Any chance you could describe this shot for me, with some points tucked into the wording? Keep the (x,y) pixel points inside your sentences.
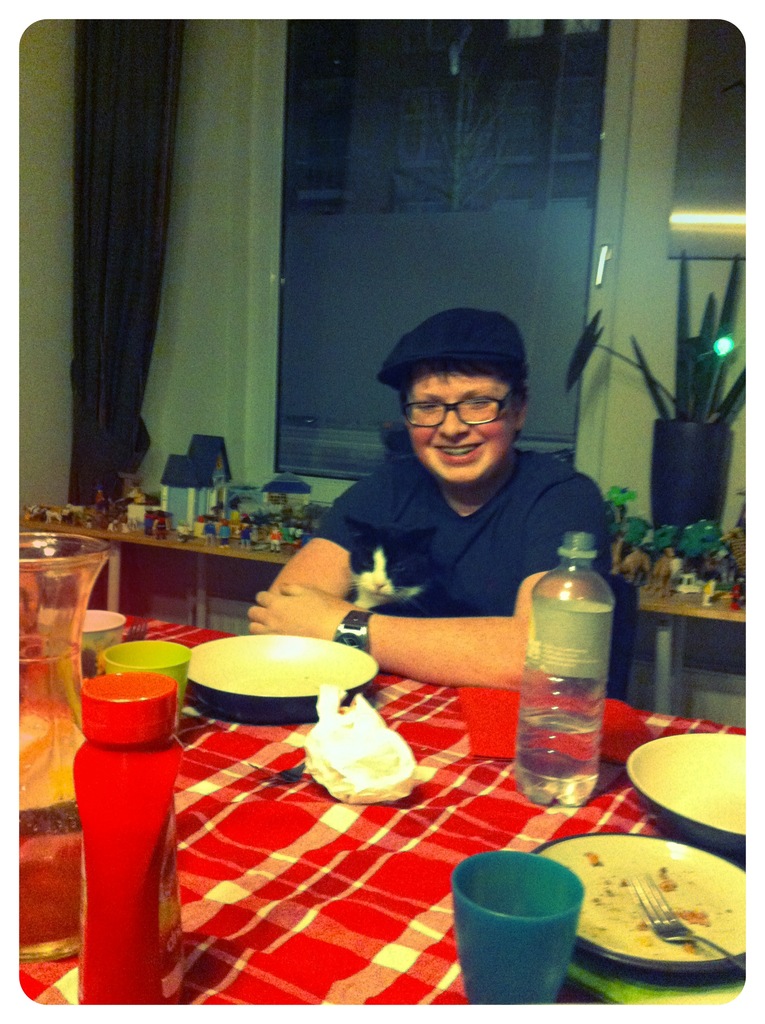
This is a picture of a man (438,564) in black t shirt (457,576) sitting on a chair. In front of the man (449,570) there is a table (296,804) on the table (280,843) there are bottle (556,686), plate (277,718), tissues (368,777), fork (675,925), cup (494,940) and a jar (27,707). Background of the man (289,626) there is a wall (224,247).
